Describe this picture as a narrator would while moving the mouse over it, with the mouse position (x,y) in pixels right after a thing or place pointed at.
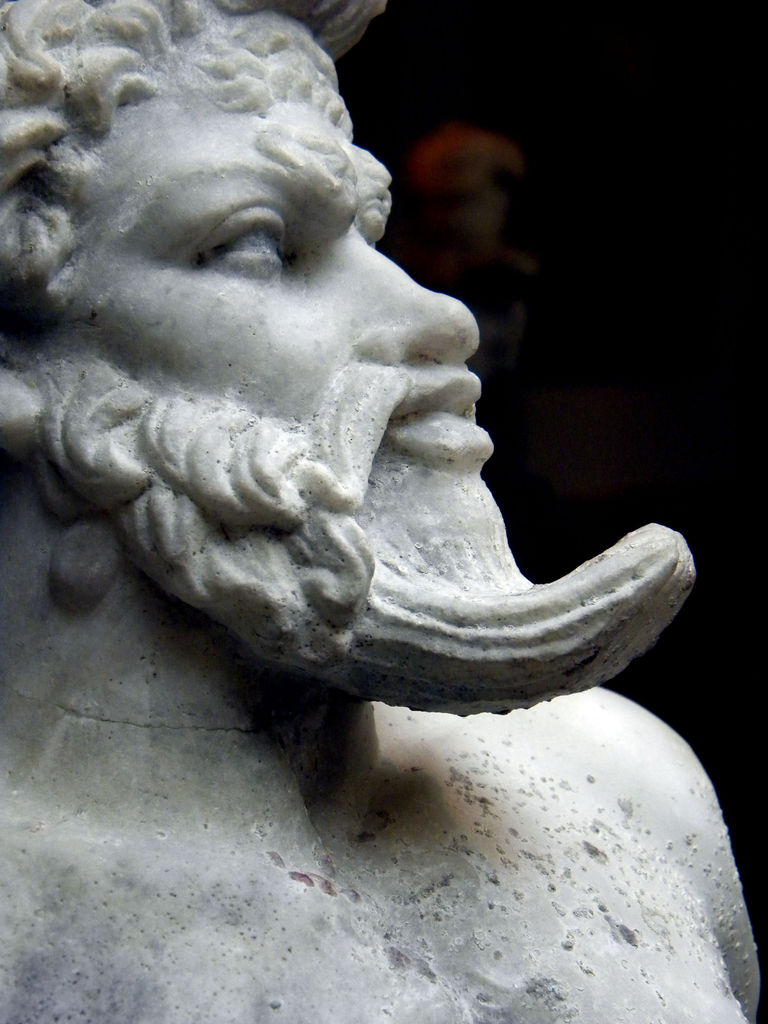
In the image we can see there is a statue (369,502) of a person (378,586).
